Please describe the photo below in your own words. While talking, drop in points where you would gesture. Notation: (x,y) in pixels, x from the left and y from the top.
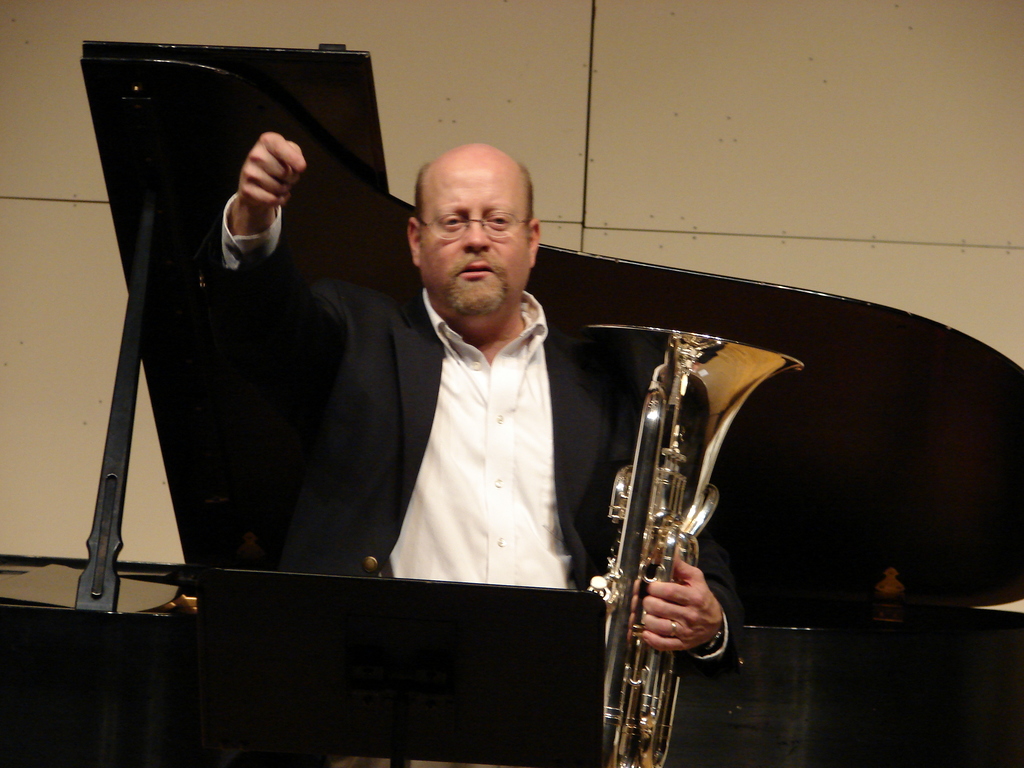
In this picture there is a man (440,299) who is standing in the center of the image (677,461), by holding a tuba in his hand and there is a piano (950,718) behind him.
